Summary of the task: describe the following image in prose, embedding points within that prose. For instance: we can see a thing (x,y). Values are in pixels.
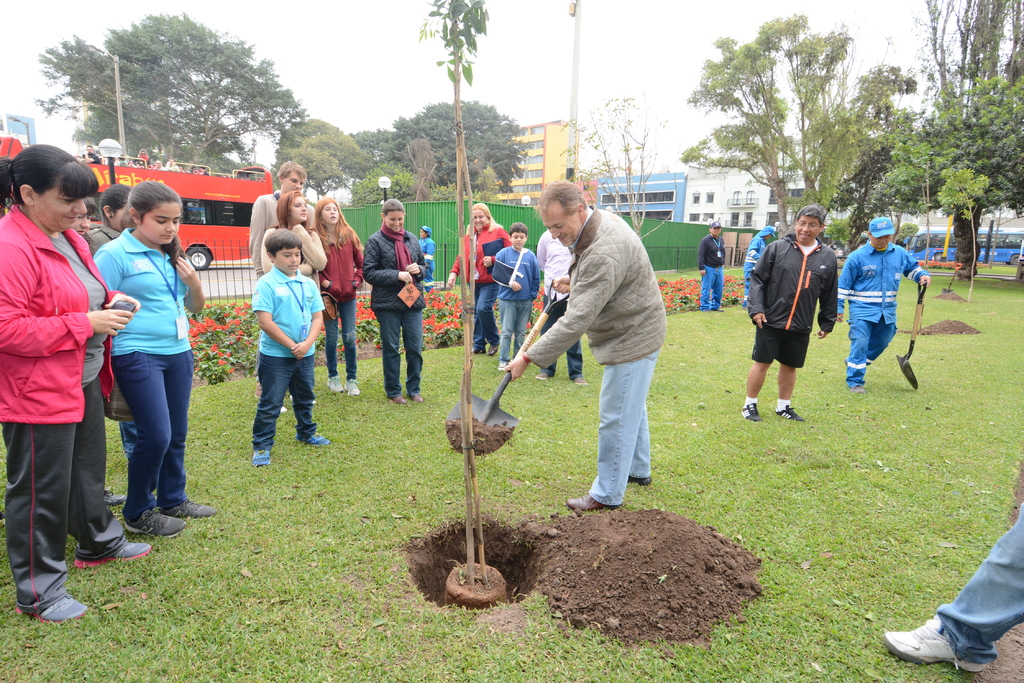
In this image I can see the group of people (8,353) with different color dresses (655,361) and two people (641,405) are holding the mud diggers (497,412). To the side of these people (171,333) I can see an orange color flowers (227,348) to the plants (374,318) and the railing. In the background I can see the poles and many vehicles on the road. I can also see many trees (426,165), buildings (555,164) and the sky (467,93).
